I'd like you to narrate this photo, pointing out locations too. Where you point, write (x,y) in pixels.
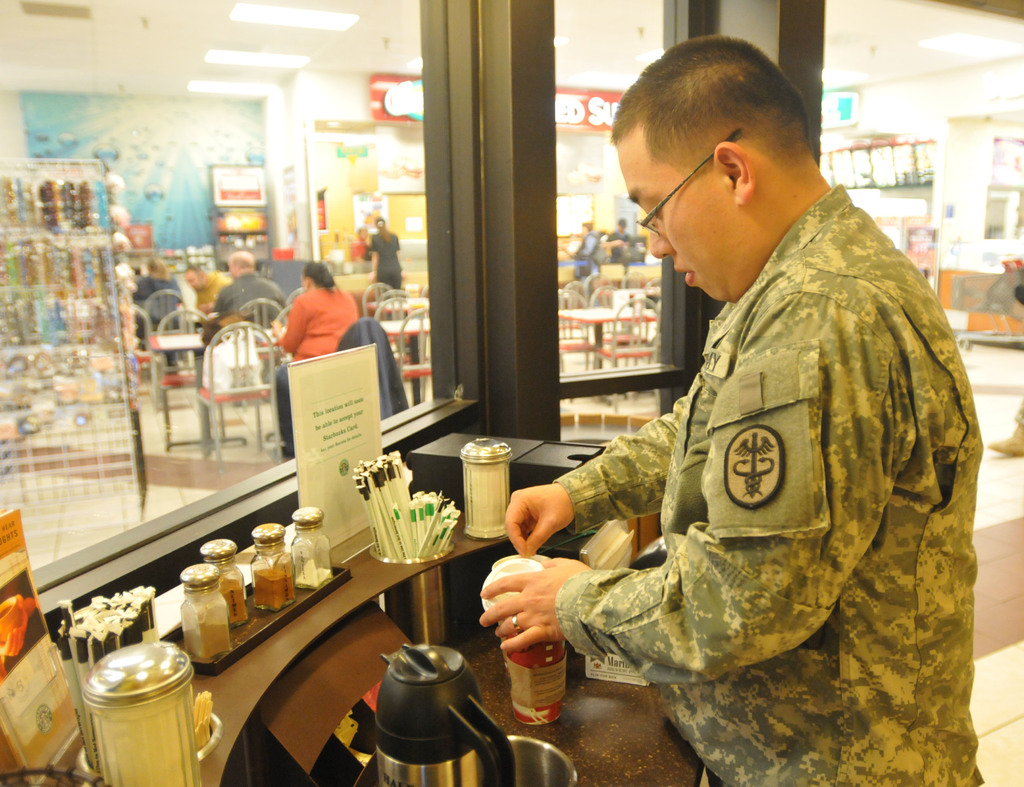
As we can see in the image there are few people (670,453) here and there, chairs (210,356), tables (596,317), wall (318,186), banners (848,99), rack (64,448), paper (304,408) and bottles (292,561).
